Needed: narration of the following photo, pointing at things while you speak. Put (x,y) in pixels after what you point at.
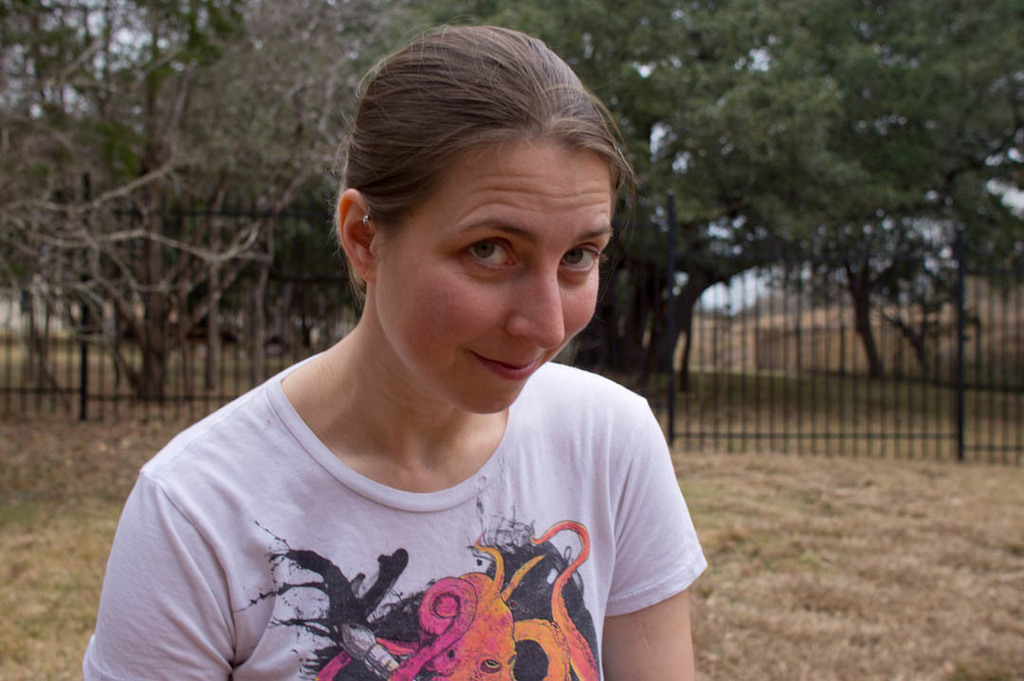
In this image we can see a woman (434,510) standing, shredded leaves (145,429) on the ground (145,447), fence (259,375), trees (256,242) and sky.
